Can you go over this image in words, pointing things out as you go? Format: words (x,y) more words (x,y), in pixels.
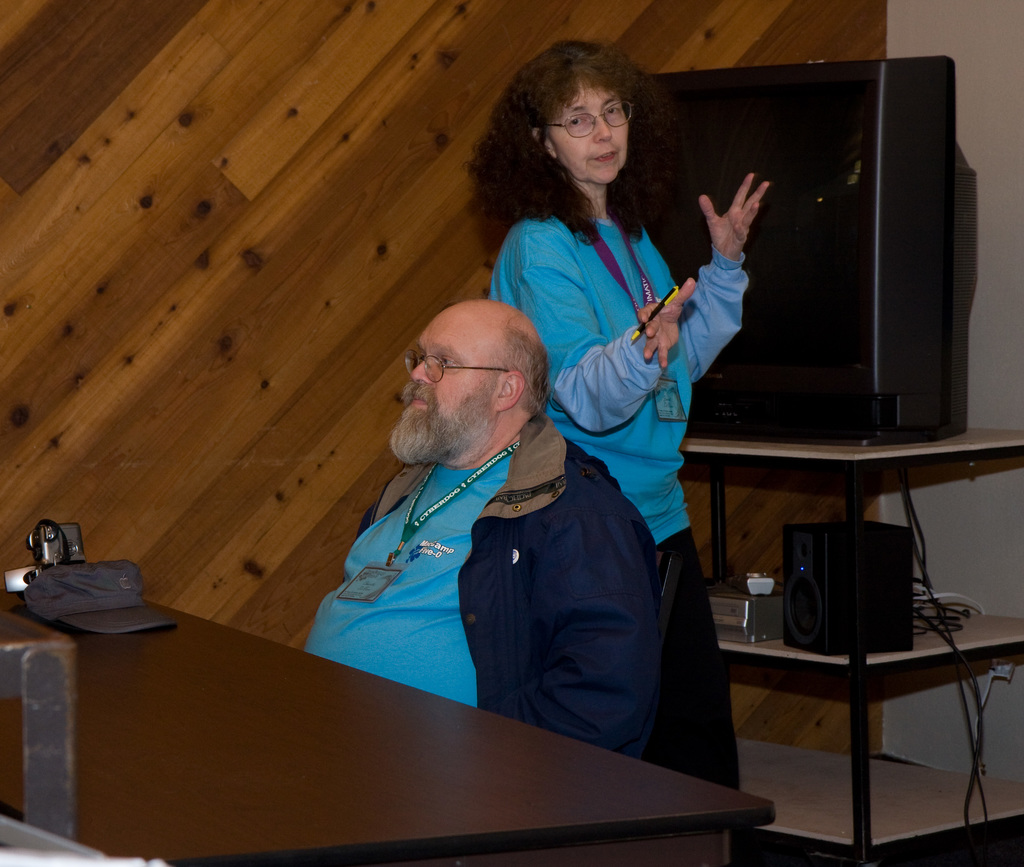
There is a table (353,730) which is in brown color, A man (507,687) sitting on the chair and a woman (607,342) standing behind the man (523,655), In the right side (929,336) there is a television (848,196) kept on the table (824,460) and inside that table (913,656) there is a speaker (838,580), In the background (211,201) there is a brown color wall (231,173).
